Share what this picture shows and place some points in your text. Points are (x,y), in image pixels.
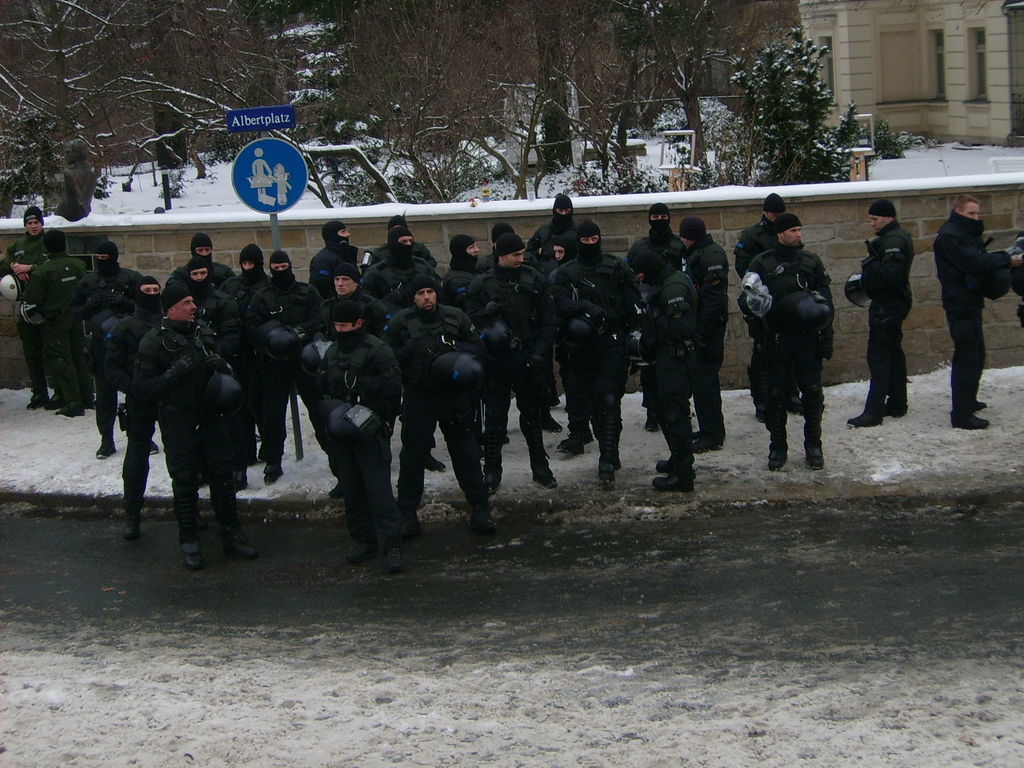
In this image, we can see persons (660,266) in front of the wall (512,222). There is a sign board (274,167) in the top left of the image (287,162). There is a building (914,99) in the top right of the image (971,73). There are some plants (773,75) and trees (368,95) at the top of the image (259,78).
